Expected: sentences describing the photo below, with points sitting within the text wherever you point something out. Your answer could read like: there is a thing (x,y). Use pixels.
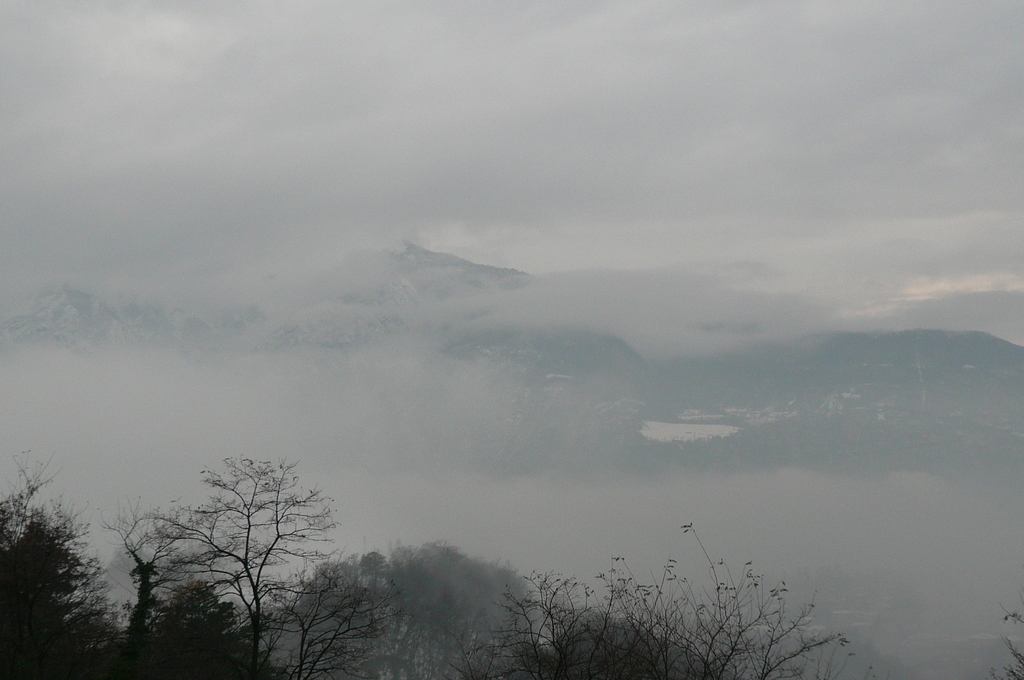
In this image at the bottom (254,607) we can see trees (264,588). In the background (334,390) we can see fog (416,385), mountains (641,386) and clouds (535,159) in the sky (171,54).
